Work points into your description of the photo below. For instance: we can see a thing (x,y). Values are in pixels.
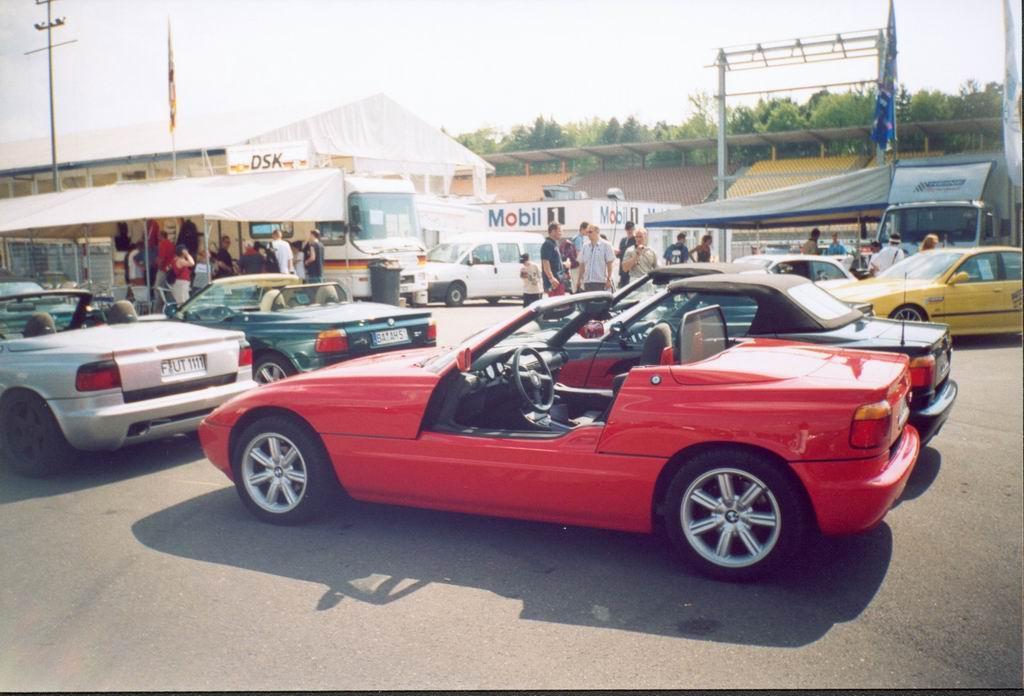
There are many vehicles (421,337). In the back (288,256) there are many people (597,262), tents (317,199), buildings (145,176), flags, poles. In the background (561,115) there are trees (689,121) and sky (402,46).
